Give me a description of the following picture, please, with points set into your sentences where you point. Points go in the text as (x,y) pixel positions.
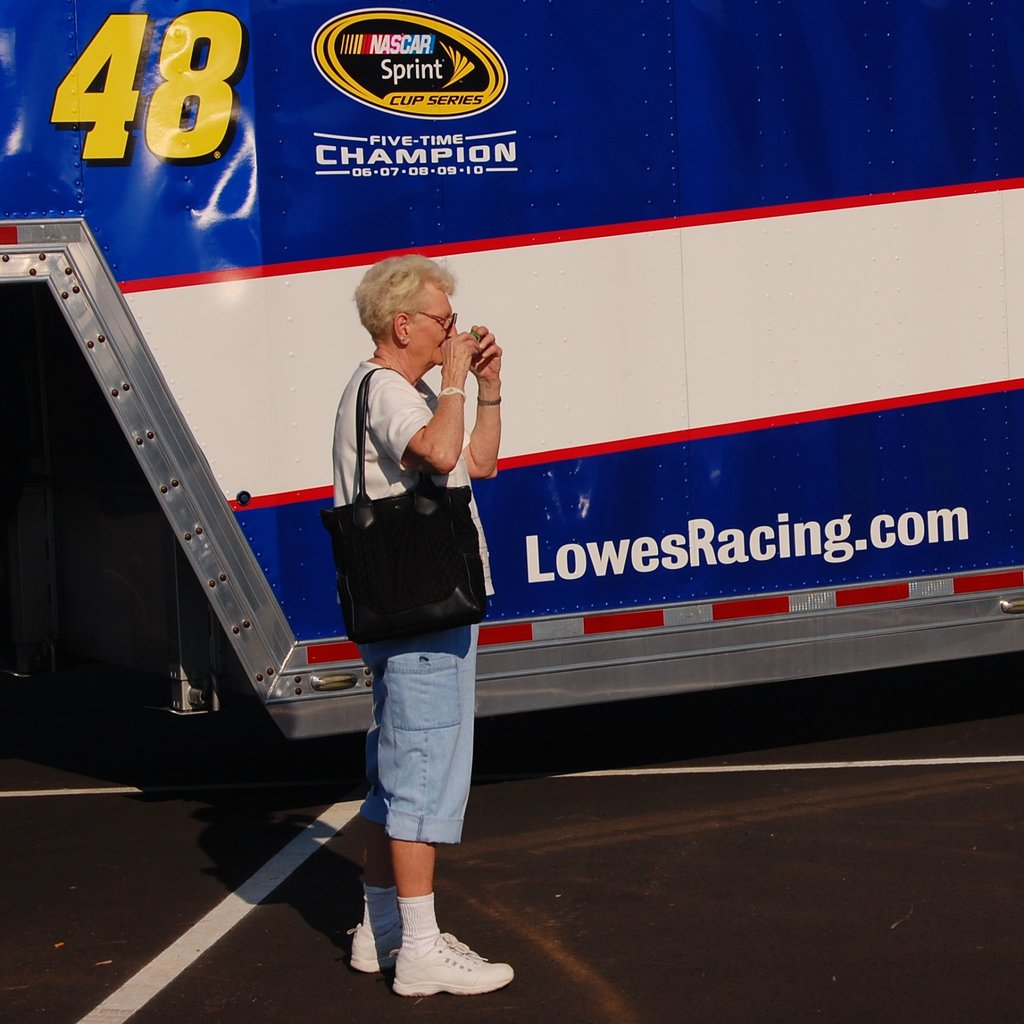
In this image in the front (464,481) there is a woman (430,684) standing and holding a bag (410,539) which is black in colour. In the background (375,198) there is board (311,179) with some text (354,154) written on it and there are numbers (203,113) written on the board (241,101) which are yellow and white in colour.
